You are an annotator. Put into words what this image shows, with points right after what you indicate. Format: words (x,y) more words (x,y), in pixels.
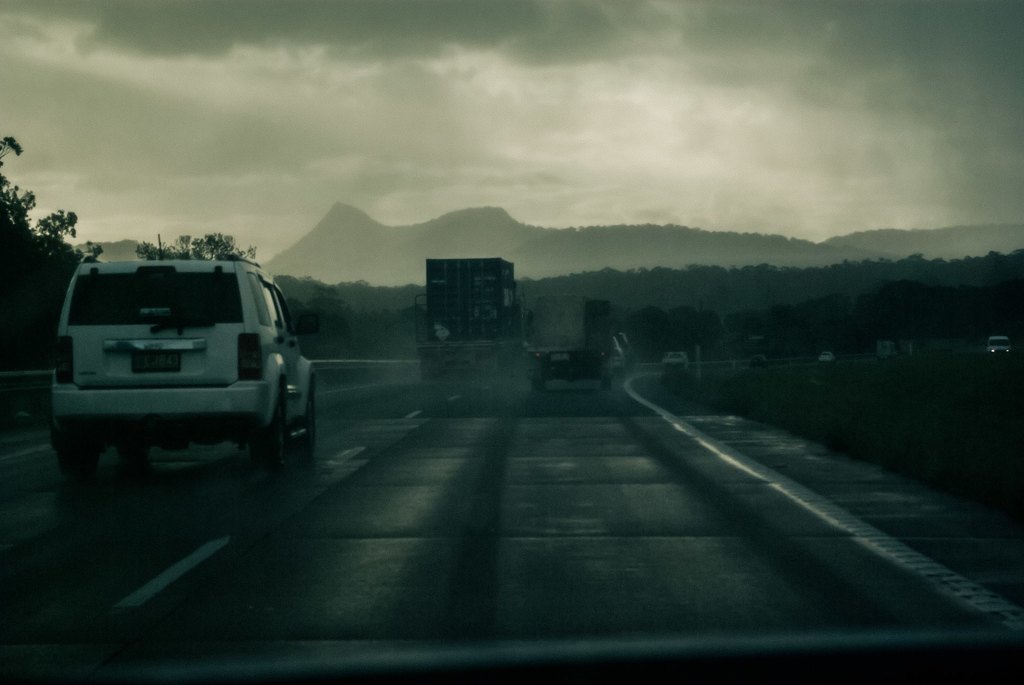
In this image I can see a road (442,585) in the front (438,543) and on it I can see number of vehicles (581,367). I can also see number of trees (959,330), clouds (650,83) and the sky (442,141).
